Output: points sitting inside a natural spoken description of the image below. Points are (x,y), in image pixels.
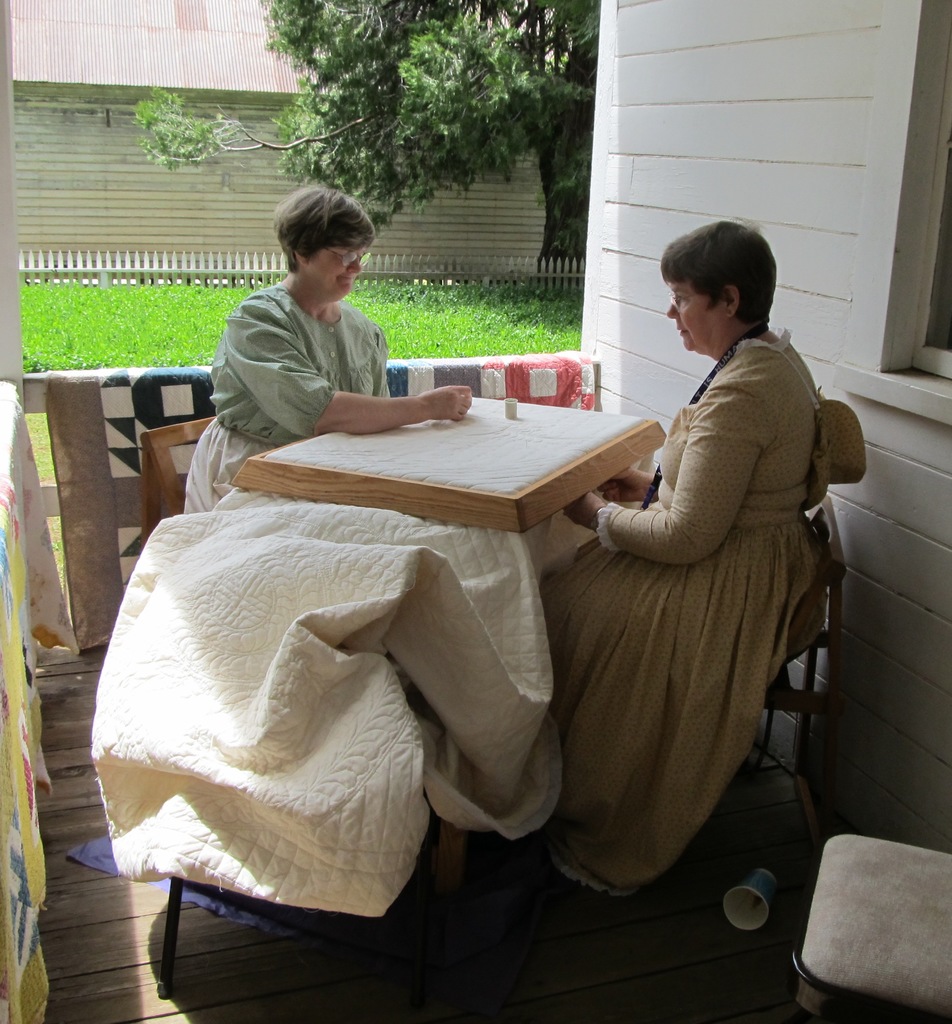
In the picture I can see two women (644,583) are sitting on chairs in front of a table (535,523). In the background (552,124) I can see fence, the grass (404,327), a tree (503,82), houses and some other objects (463,383).
